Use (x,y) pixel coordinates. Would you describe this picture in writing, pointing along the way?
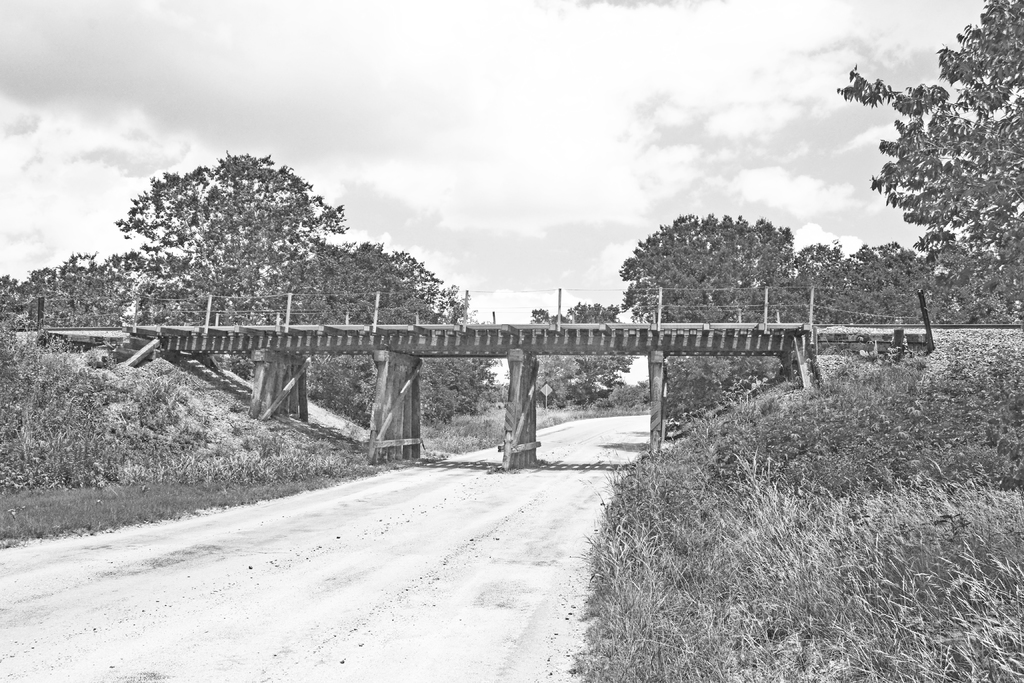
In the foreground of this black and white image, there is a road (399,499). On either side, there is grass (787,484). In the middle (536,355), there is a bridge (736,330). In the background (711,265), there are trees (762,283) and the sky (640,152).
